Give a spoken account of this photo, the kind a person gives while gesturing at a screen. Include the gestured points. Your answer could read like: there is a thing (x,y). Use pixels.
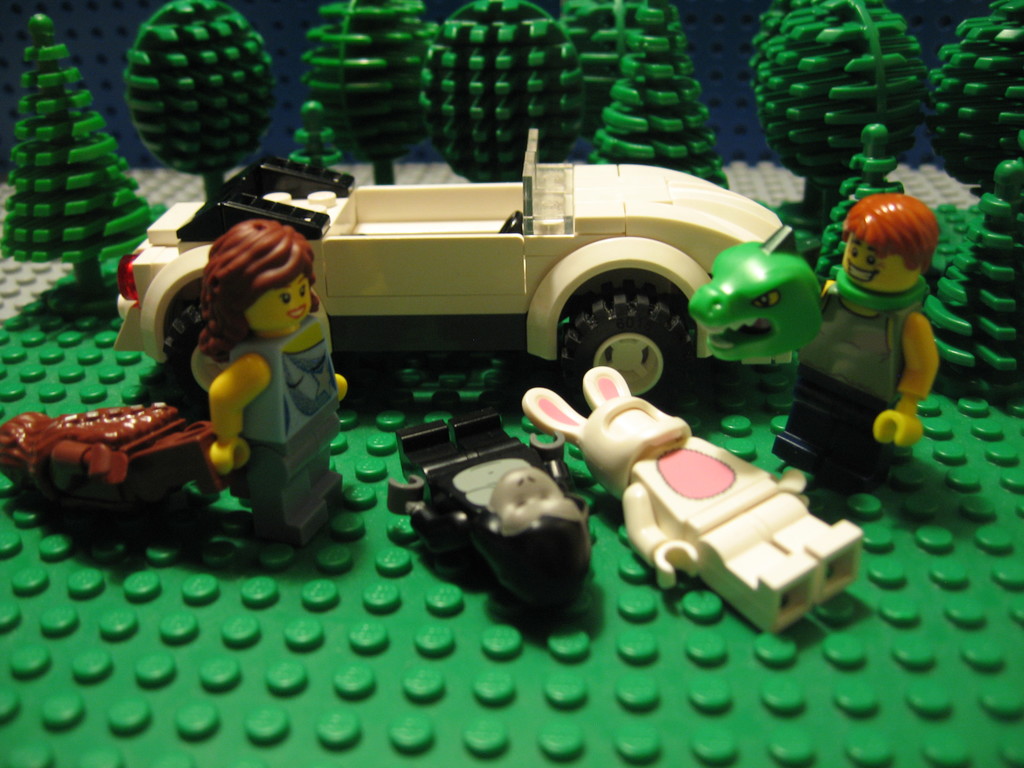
In this image, we can see some statues (571,417) and there is a toy car (367,263) and there are some green color objects (576,66).
